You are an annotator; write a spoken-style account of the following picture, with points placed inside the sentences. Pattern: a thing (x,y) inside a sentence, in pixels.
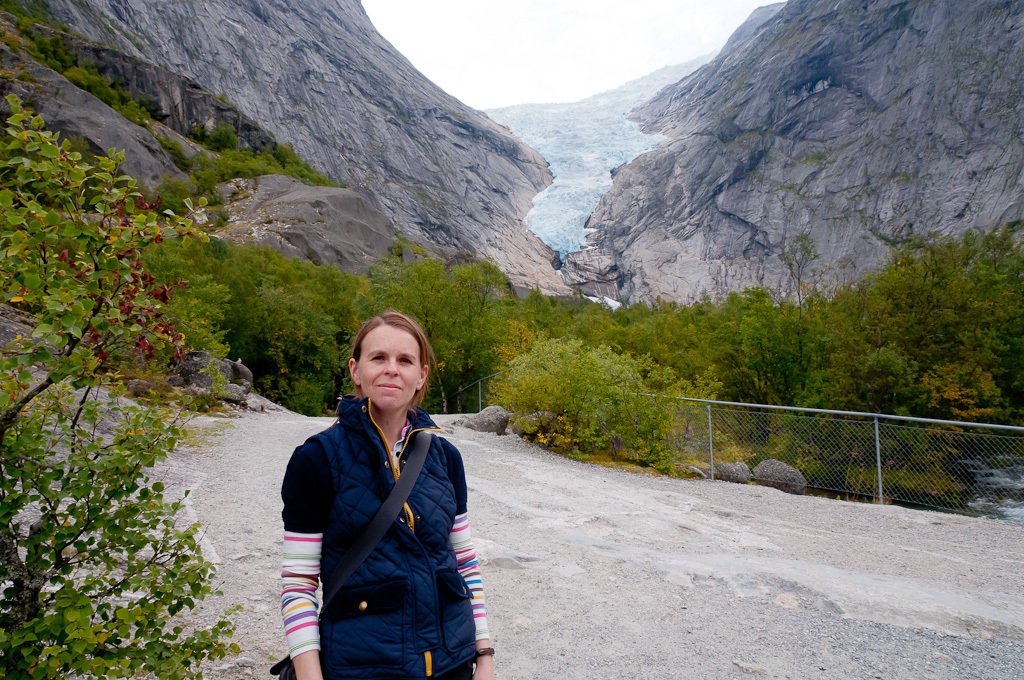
In this image we can see a woman (415,516) standing on the ground (525,611), beside the woman (399,613) there is a tree (99,405) and on the right side (792,399) there are trees (792,399), stones (765,462), fence (819,461) and in the background (750,172) there are mountains (523,184) and water (575,176) flowing between the mountains (715,171) and the sky (563,39).
